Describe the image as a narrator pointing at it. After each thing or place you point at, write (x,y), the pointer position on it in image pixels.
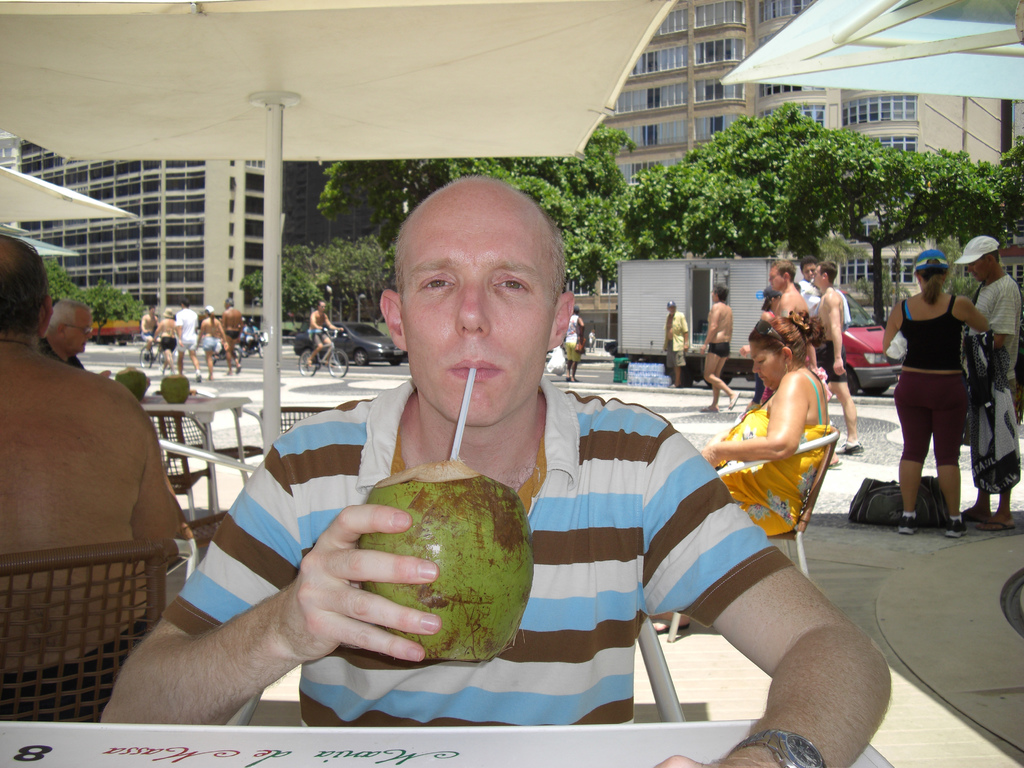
In the center of the image (397,329) we can see a person (556,633) is sitting on the chair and he is holding a coconut (455,564). And we can see he is drinking coconut water (458,534) with the help of a straw (450,460). In front of him, there is a table (422,752) with some text (396,756) on it. In the background (635,188), we can see buildings (762,98), trees (783,167), vehicles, chairs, few people (976,323) and a few other objects (210,416).
